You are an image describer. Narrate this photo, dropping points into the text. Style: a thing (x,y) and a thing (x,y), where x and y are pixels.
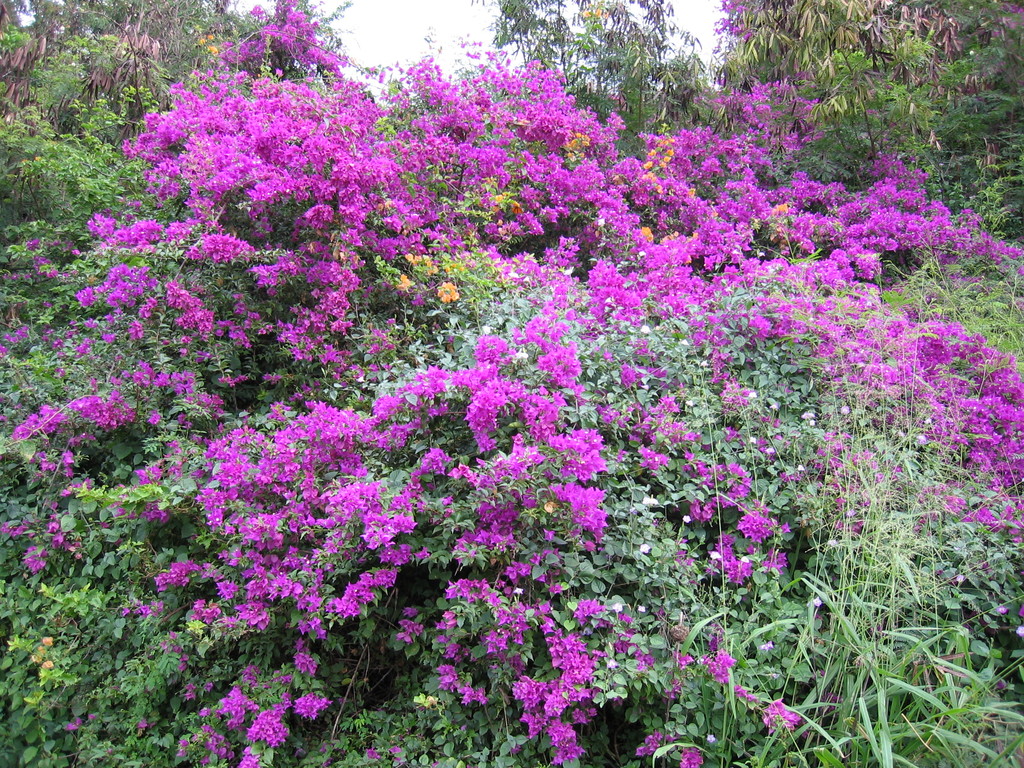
In this image we can see a group of plants (485,501) with flowers (565,469), some trees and the sky (372,49).
